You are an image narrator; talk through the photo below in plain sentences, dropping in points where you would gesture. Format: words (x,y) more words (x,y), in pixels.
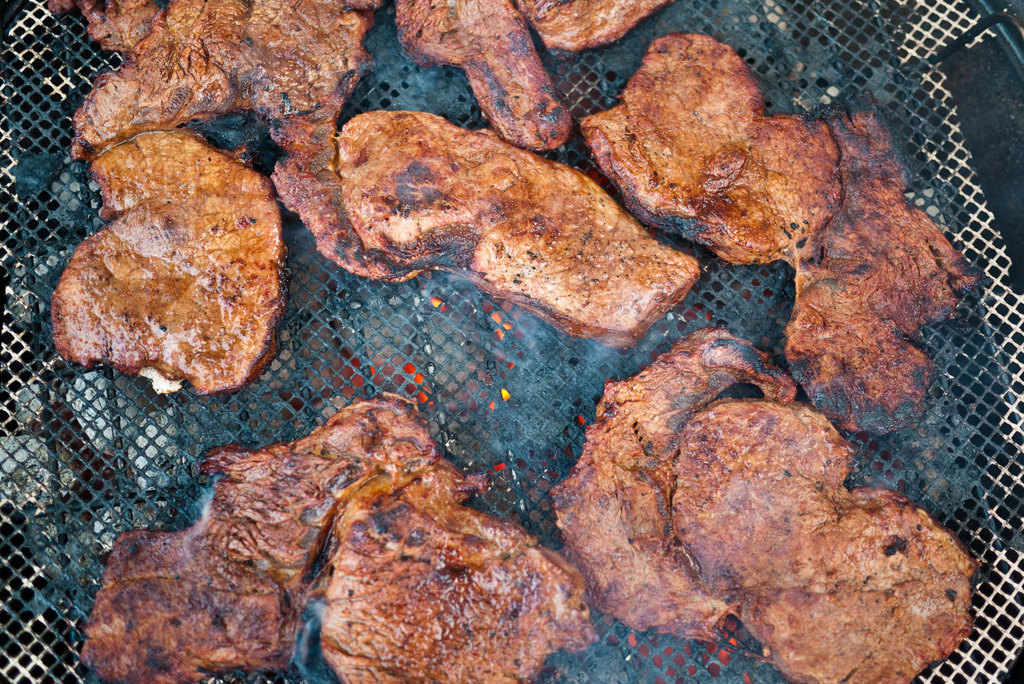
In the image there is some meat (486,231) being grilled on a mesh (451,336), under the mesh (447,352) there is fire (411,392).
